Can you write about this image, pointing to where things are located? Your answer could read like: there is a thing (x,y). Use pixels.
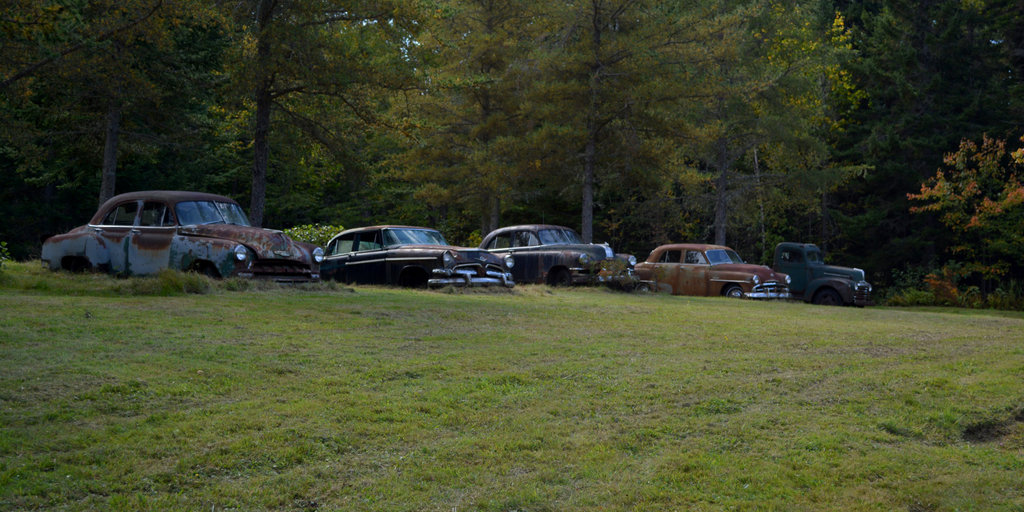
In the background of the image (407,244) there are cars (599,263). There are trees (417,79). At the bottom of the image (492,403) there is grass (373,394).
